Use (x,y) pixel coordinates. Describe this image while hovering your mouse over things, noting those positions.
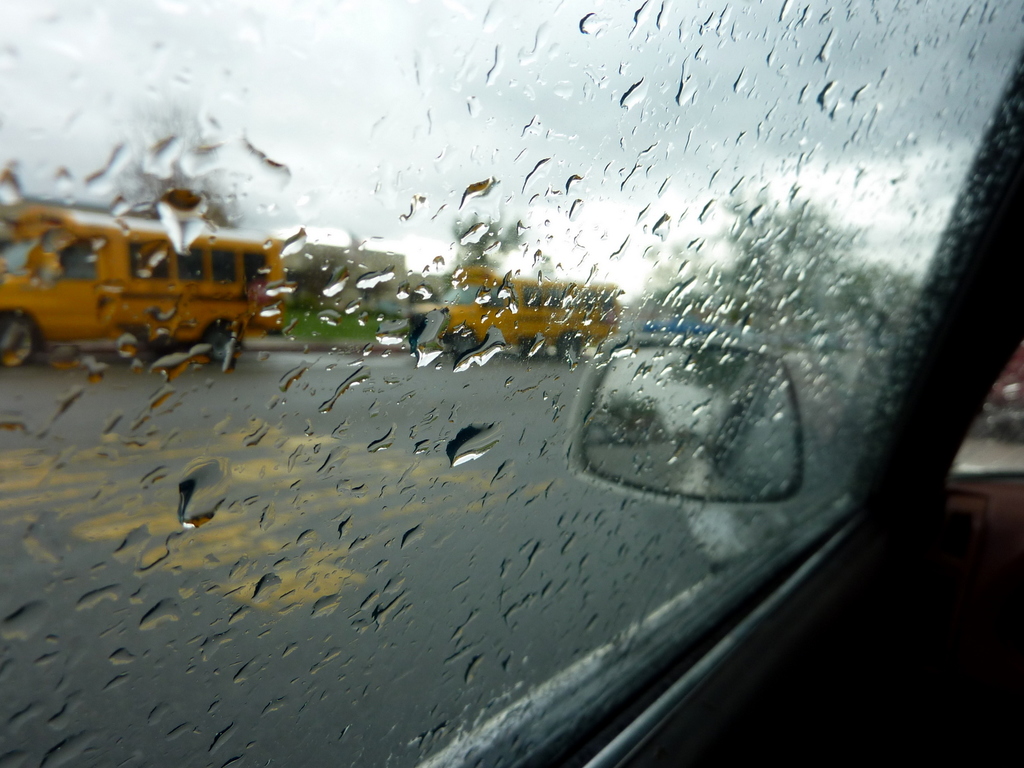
In the image we can see there are water droplets (545,398) on the window (646,303) of the vehicle (647,453) and there are buses (472,291) standing on the ground (192,385). Behind the image is little blurry.
